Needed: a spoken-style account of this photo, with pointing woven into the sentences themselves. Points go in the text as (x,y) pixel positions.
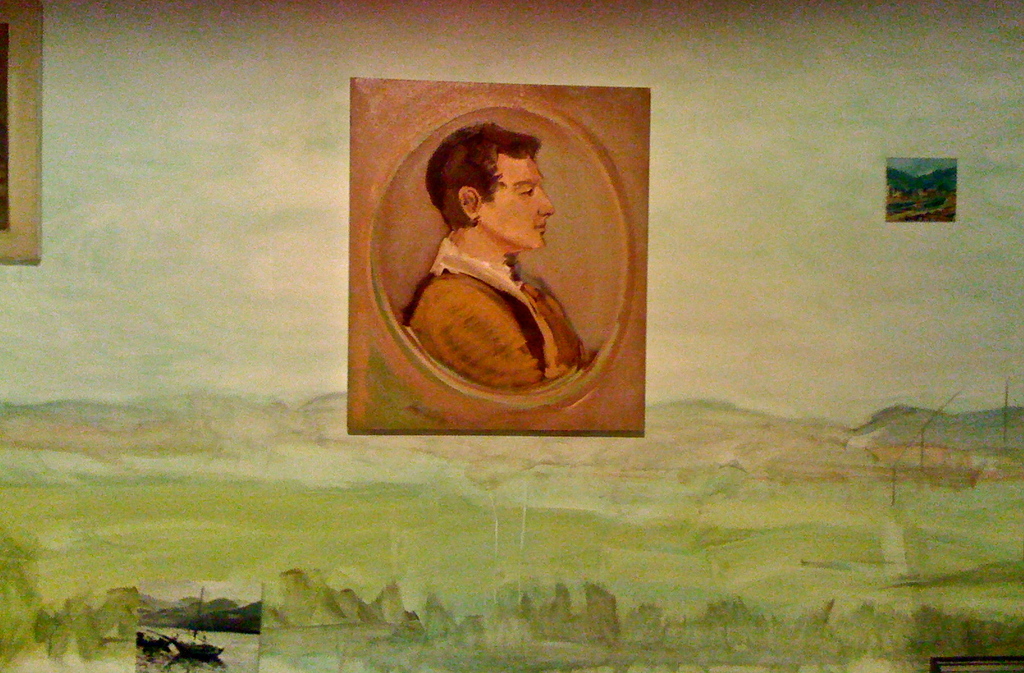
This picture describes about painting (588,409).
